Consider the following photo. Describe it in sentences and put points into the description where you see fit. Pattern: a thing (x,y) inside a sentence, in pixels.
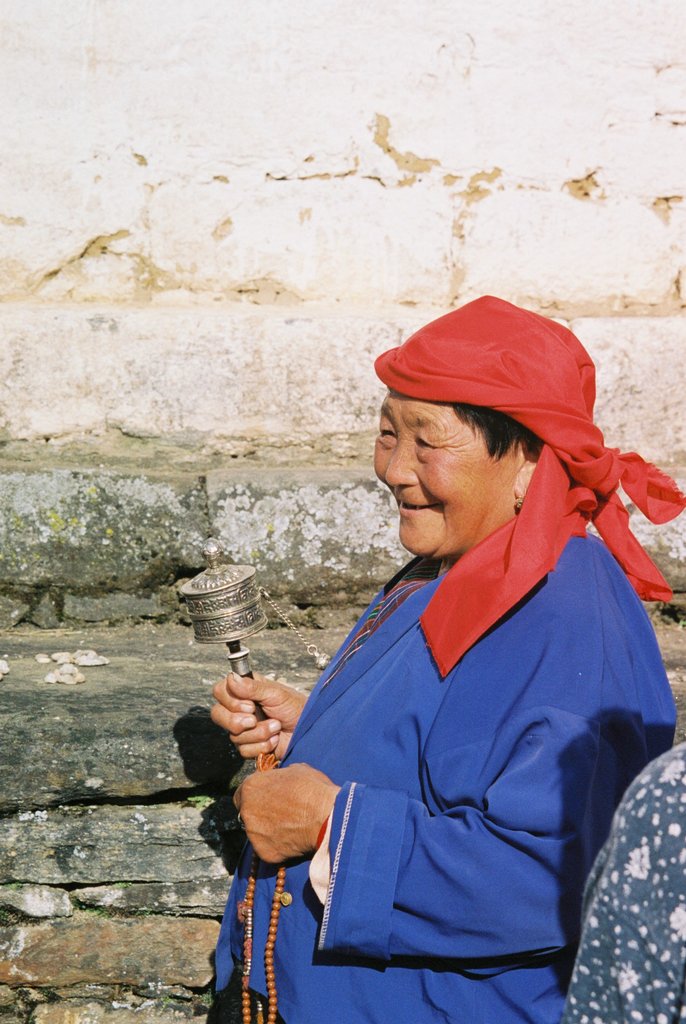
In the center of the image (419,539) there is a woman (467,774). In the background (520,199) there is wall (230,246).
